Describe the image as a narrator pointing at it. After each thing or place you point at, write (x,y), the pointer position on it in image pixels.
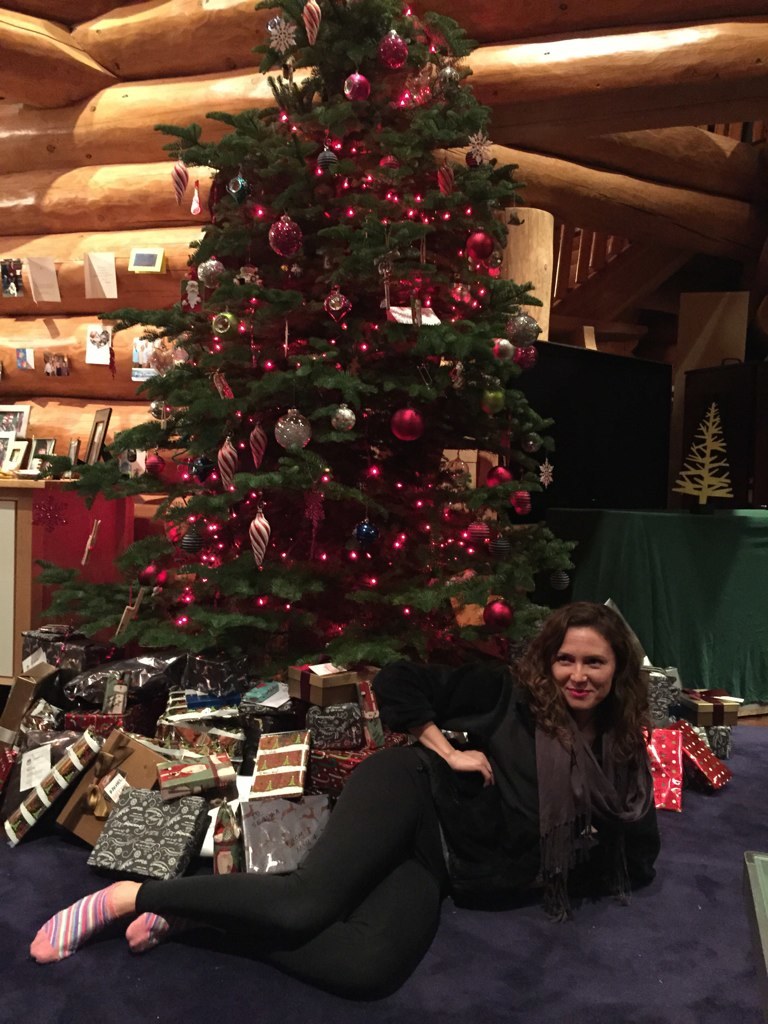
In the picture we can see a tree (193,641) is decorated with some colored papers (314,518), gifts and near to it, we can see some gifts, greeting cards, and a woman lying near it and smiling and she is in the black dress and in the background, we can see a wall (752,114) and near it, we can see a desk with some photo frames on it and on the other side of the tree (342,524) we can see the steps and railing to it.
